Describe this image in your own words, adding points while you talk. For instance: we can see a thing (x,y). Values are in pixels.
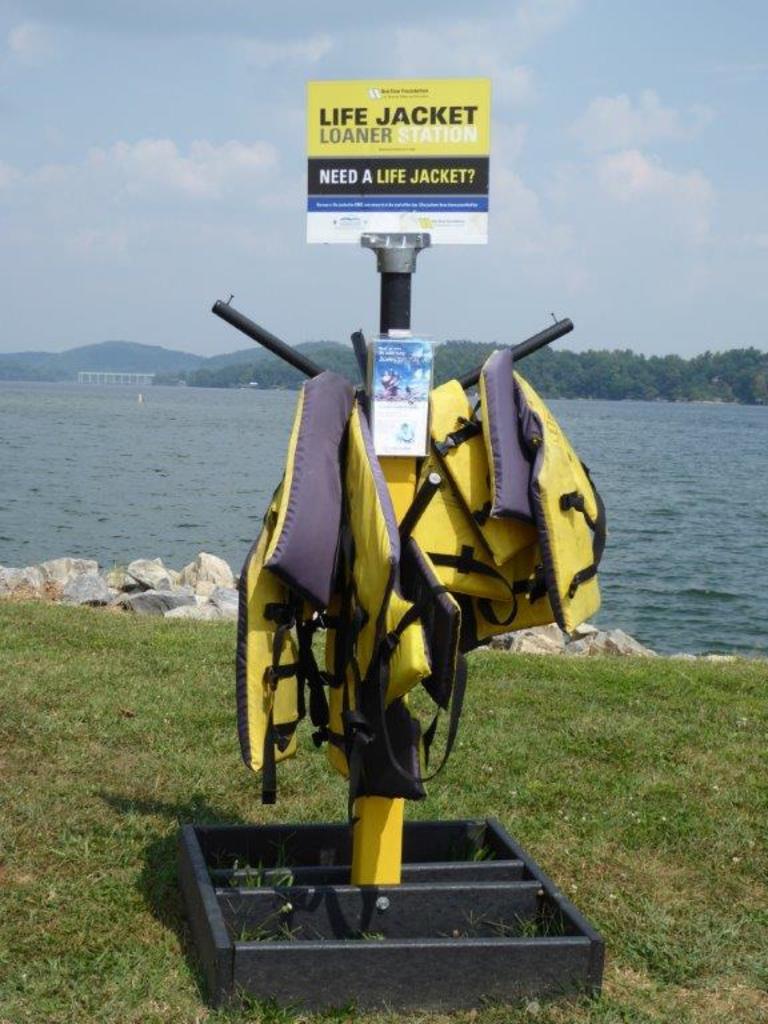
In this picture we can see a stand (404,510) with yellow colored jackets (392,524). And there is a board (343,133) attached to it mentioned life jacket loaner station. This is grass (89,619) and these are the stones (79,596). Even we can see some water (180,434) here. And on the background (578,374) there are trees (708,376). This is sky (619,192) with clouds (599,142).
